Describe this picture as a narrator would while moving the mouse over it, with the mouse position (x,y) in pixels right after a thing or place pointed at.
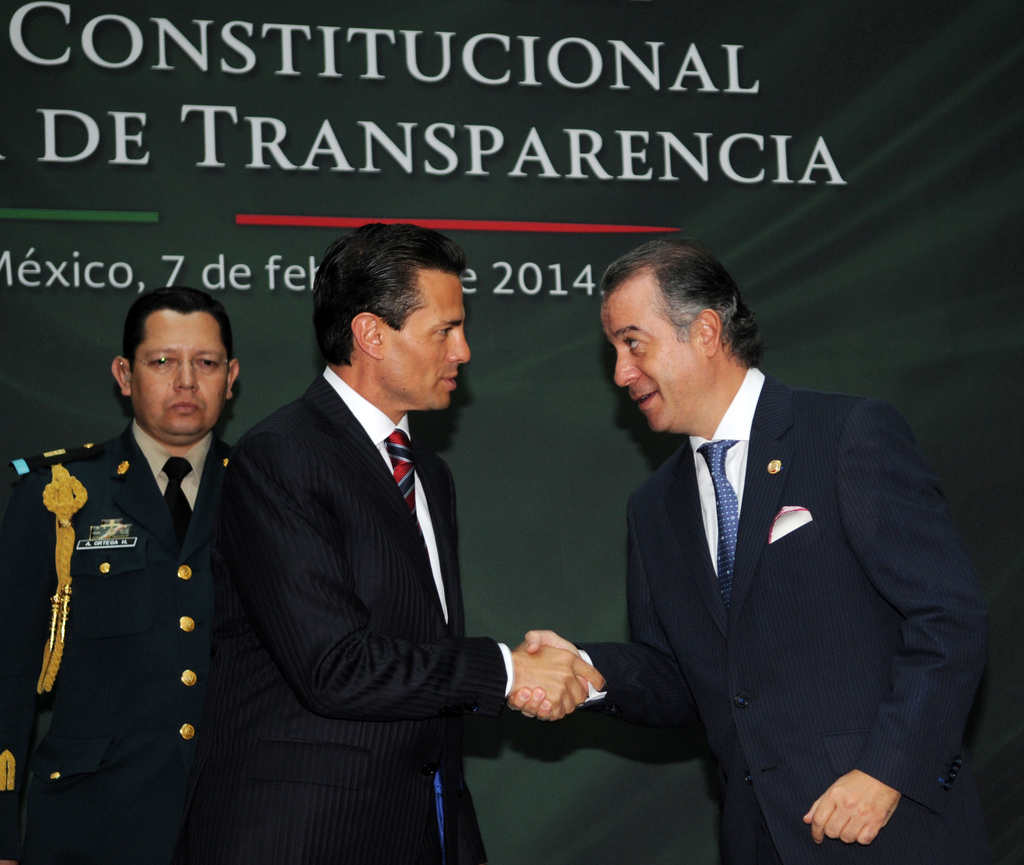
In this picture there are two men (413,353) who are shaking the hands (524,673). On the left (173,305) there is a man (74,565) is wearing the shirt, blazer (151,550), tie (180,483) and trouser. He is standing near to the banner (70,438).
